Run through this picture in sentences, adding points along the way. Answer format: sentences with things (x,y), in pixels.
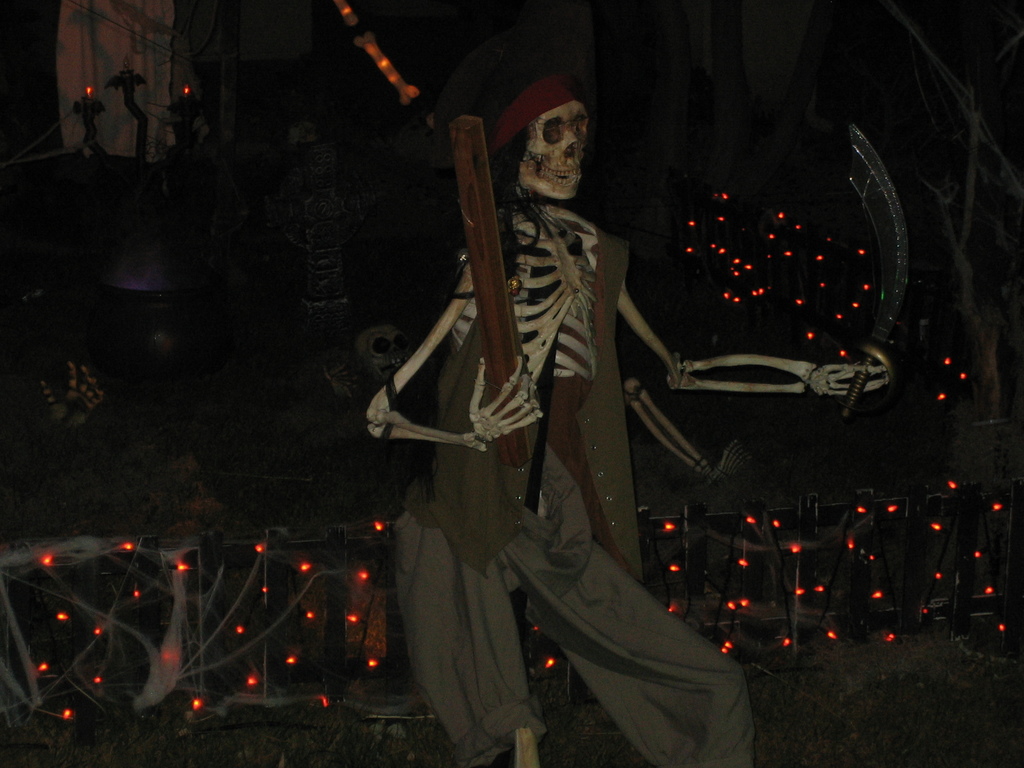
This image consists of a skeleton (542,169). To which there is a dress (477,518). At the bottom (705,531), there are lights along with the fence (143,629). On the left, there is a cauldron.
